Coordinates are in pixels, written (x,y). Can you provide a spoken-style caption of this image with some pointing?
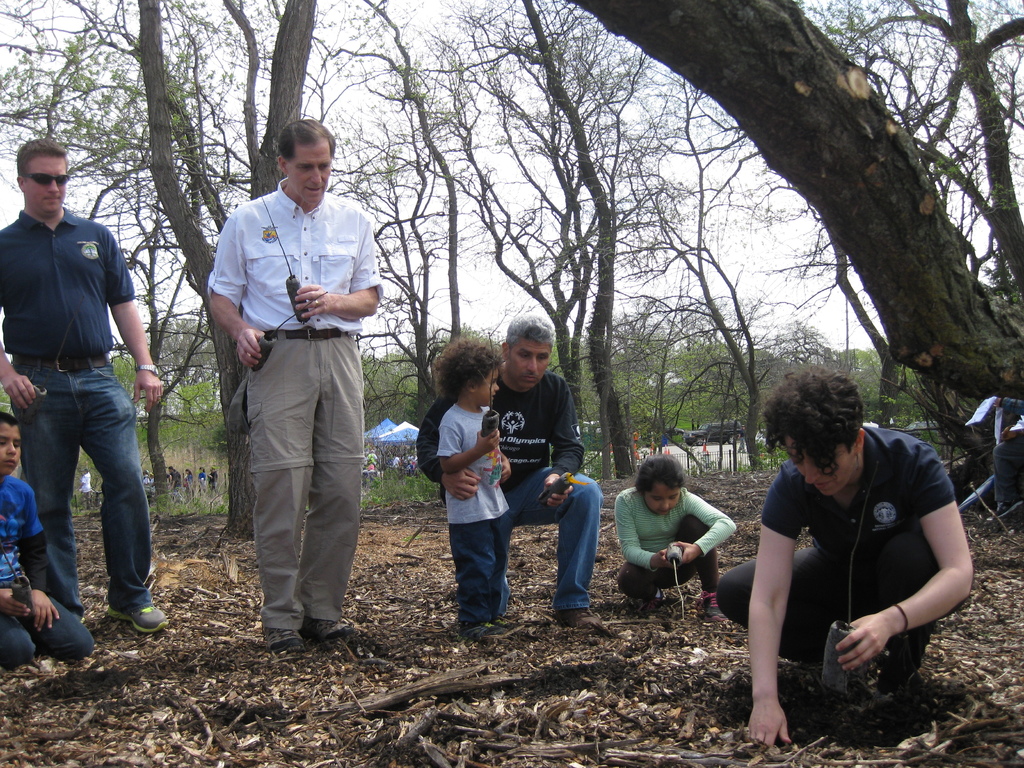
In this image I can see the group of people (574,541) with different color dresses (492,553). In the background (707,463) I can see many trees (589,450), few more people (412,463), tents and the fence (686,464). I can also see the sky (432,230) in the back (461,211).
